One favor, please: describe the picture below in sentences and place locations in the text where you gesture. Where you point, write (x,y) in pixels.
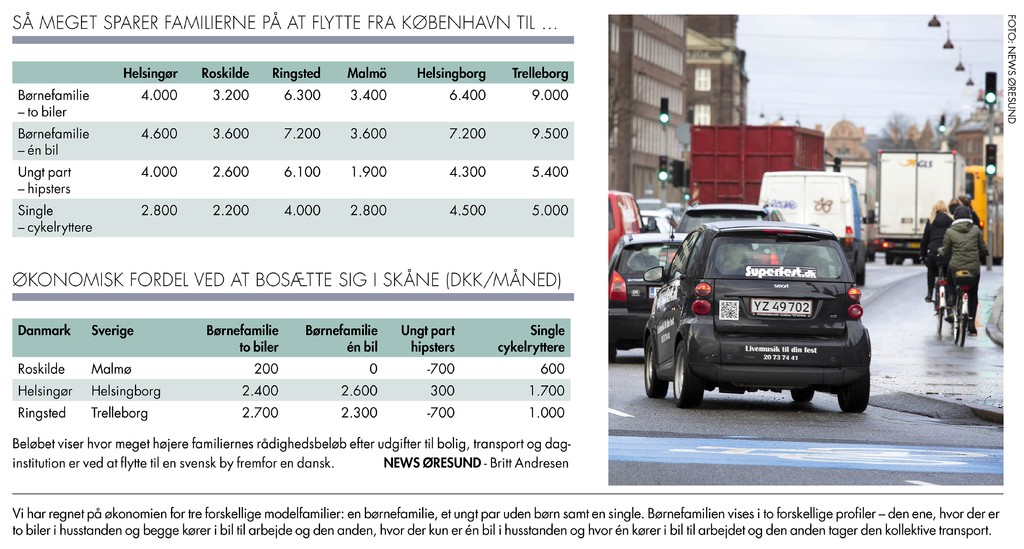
In this image, It looks like a magazine paper (119,474). I can see the picture of the vehicles (769,321) on the road (951,348), few people (949,239) riding bicycles (949,278), buildings (672,132), traffic lights (679,162) and there is the sky (908,76). There are words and numbers (156,132) on a paper (267,292).
